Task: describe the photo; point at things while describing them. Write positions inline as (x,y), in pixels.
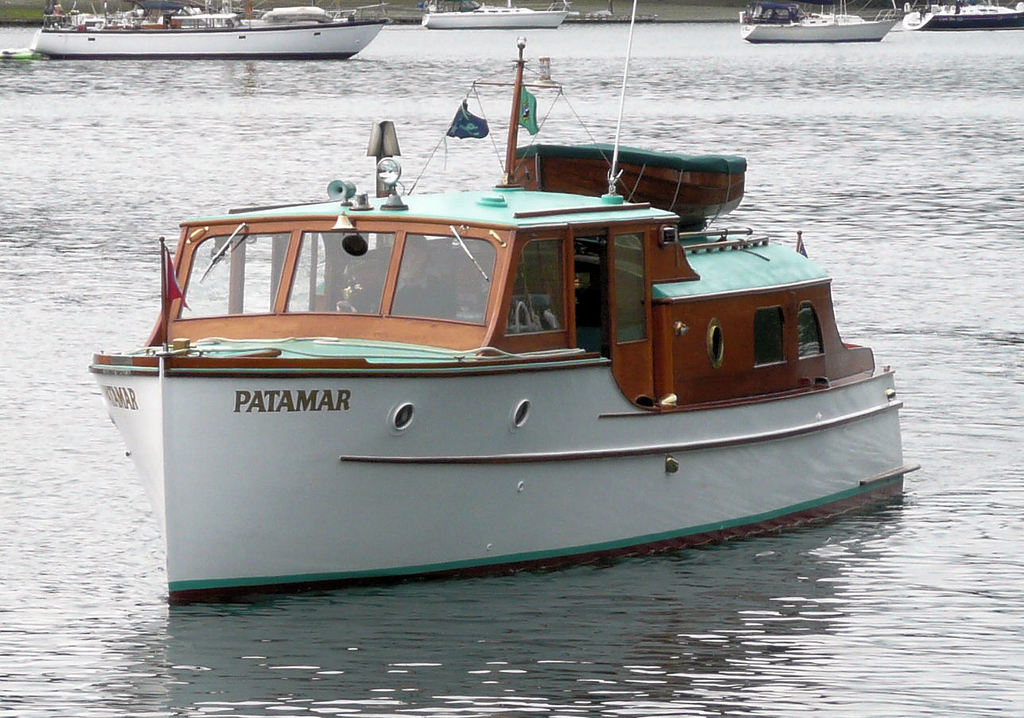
In this image there is a water (141,117) on which there is a boat (544,350) in the middle (539,401). In the background (147,29) there are so many boats (163,47) in the water (392,47).
